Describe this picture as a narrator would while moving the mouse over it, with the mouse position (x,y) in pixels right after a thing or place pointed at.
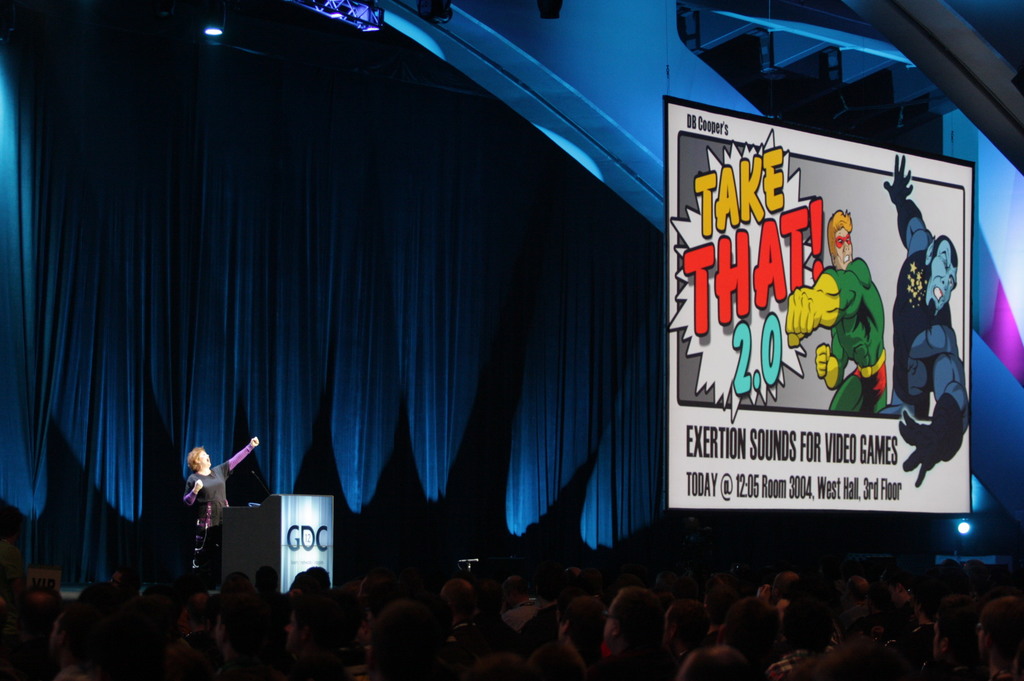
In this image there is a person (200,560) standing and we can see a podium (278,532). At the bottom (332,647) there are people (803,635) and we can see a board (956,480). In the background (408,397) there is a curtain (302,244) and we can see lights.
